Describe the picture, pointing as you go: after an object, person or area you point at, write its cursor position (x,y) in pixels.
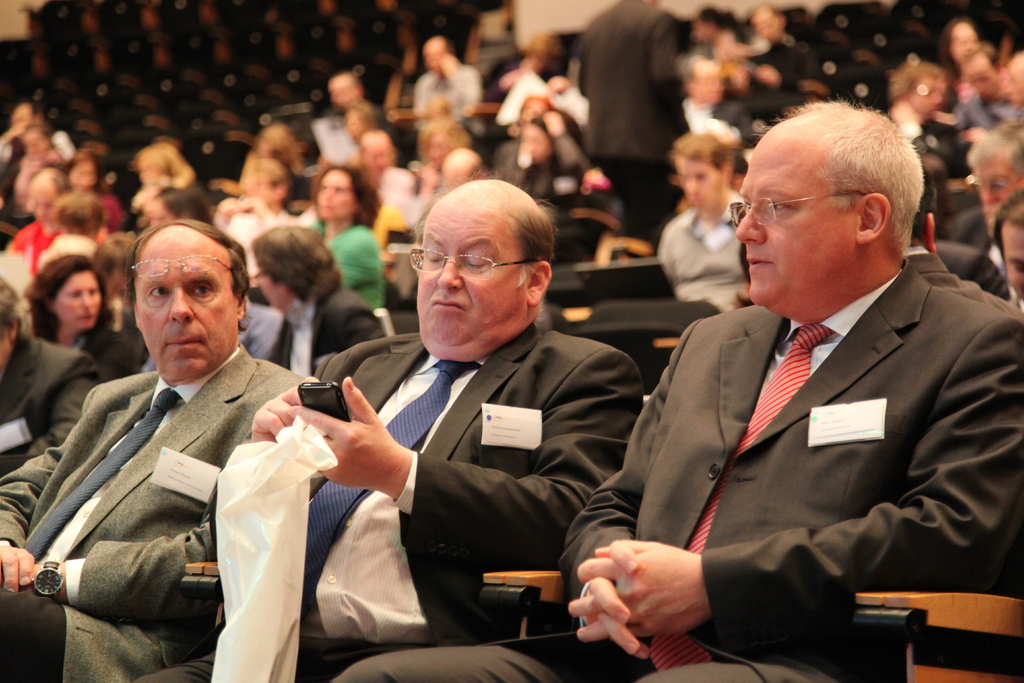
In the picture we can see many people (766,556) are sitting in the auditorium (40,51) and three men (196,312) are in blazers (756,566), ties (766,390) and shirts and one man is holding a cloth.
